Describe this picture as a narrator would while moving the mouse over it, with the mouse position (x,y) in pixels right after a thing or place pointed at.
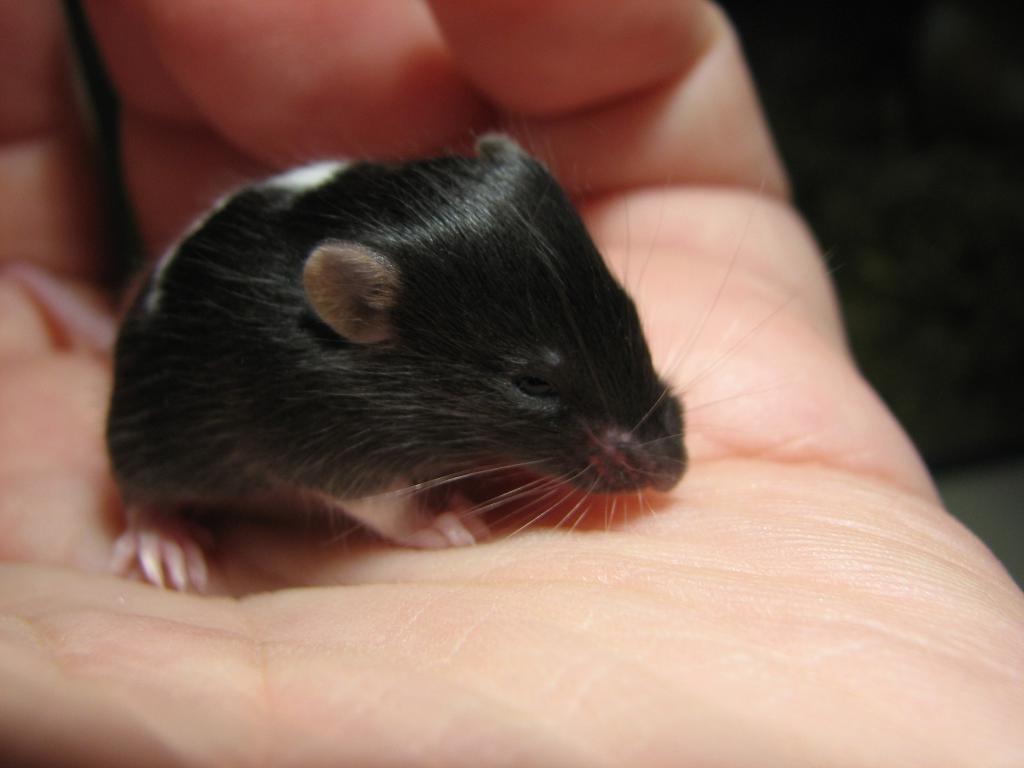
In this picture I can see a mouse (378,471) in the human hand (581,501).
